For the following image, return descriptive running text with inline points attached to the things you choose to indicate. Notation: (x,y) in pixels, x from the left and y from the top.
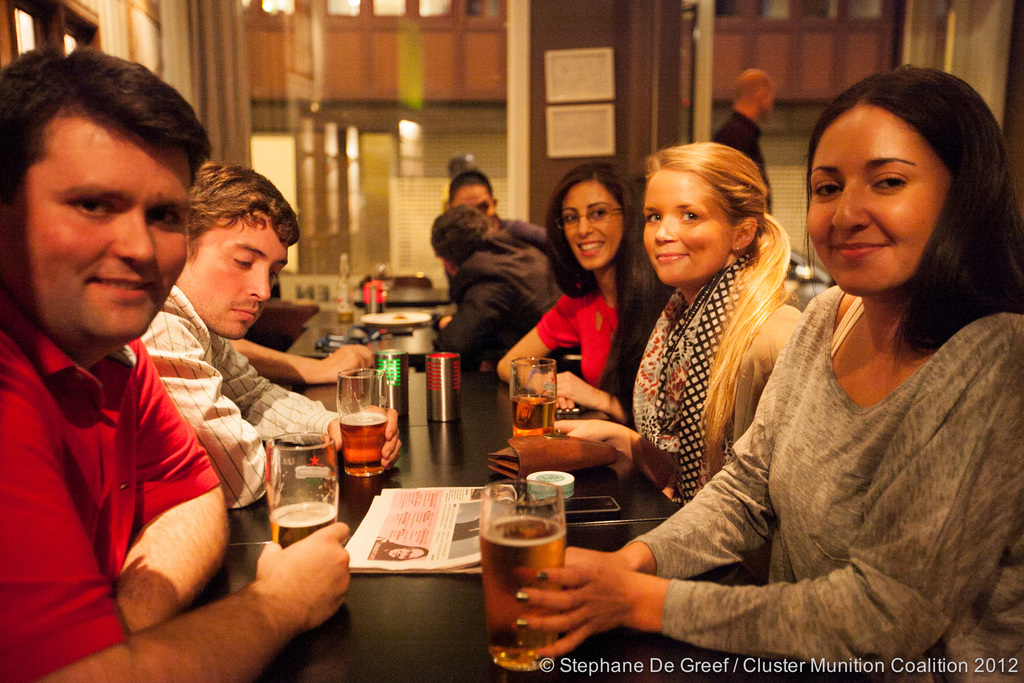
some people (1001,422) are sitting right side (729,404) and some people (164,402) are sitting left in between them there is a table (408,624) on the table (366,499) we have a glass (495,523) is filled with a liquid (508,573) and papers (412,522) back side we can see two people (462,250) are sitting in front of them there is a table (390,308) and there is a plate (372,317) on the table (383,302).
